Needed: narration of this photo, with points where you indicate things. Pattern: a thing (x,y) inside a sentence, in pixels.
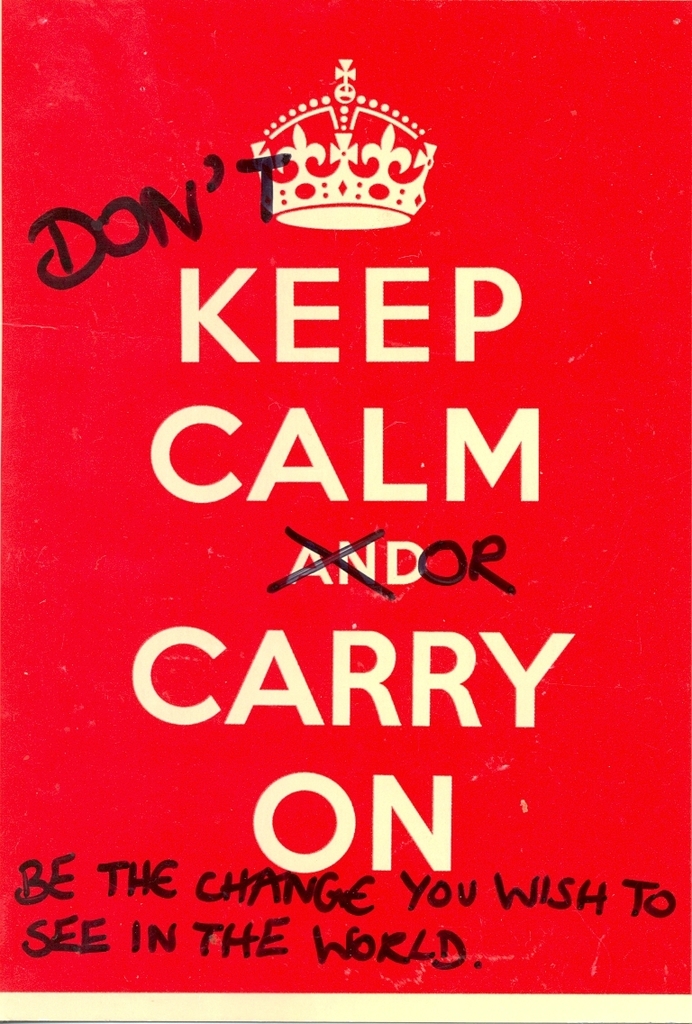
In this image we can see text (347,830) and a crown picture (340,174) on it.
